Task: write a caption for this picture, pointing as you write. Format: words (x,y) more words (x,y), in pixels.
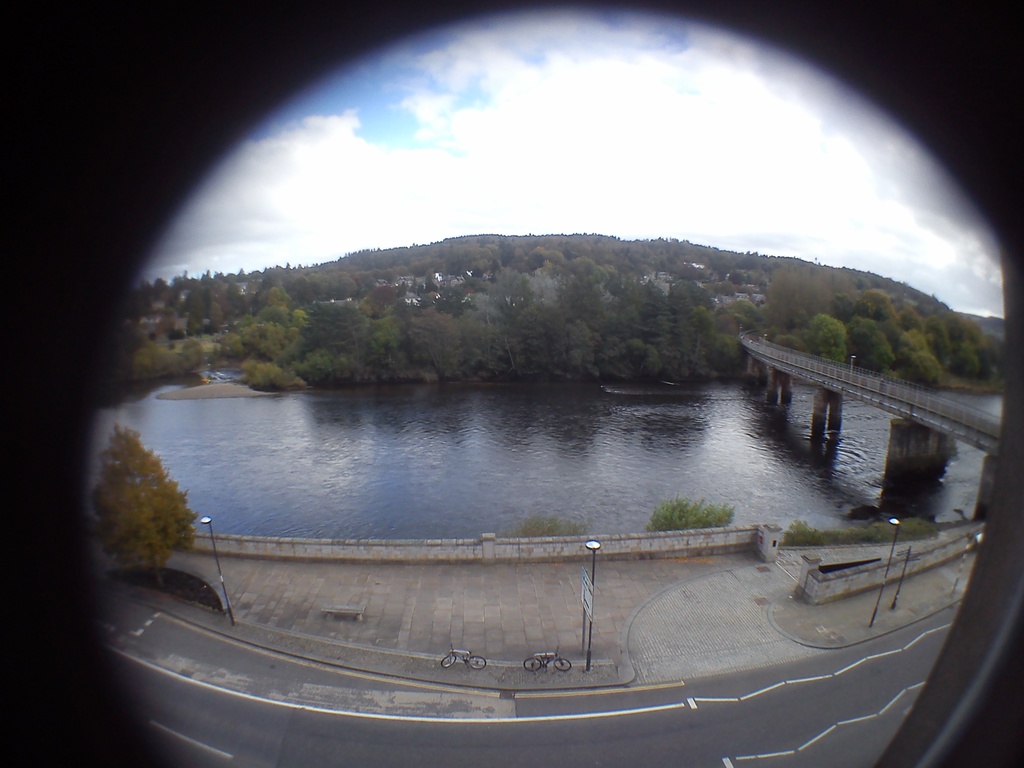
In this image in the center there are bicycles (536,665) on the road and there are poles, there is a tree (159,530). In the background (518,382) there is water (605,451), there is a bridge (771,359) and there are trees (578,274) and the sky (587,136) is cloudy.
